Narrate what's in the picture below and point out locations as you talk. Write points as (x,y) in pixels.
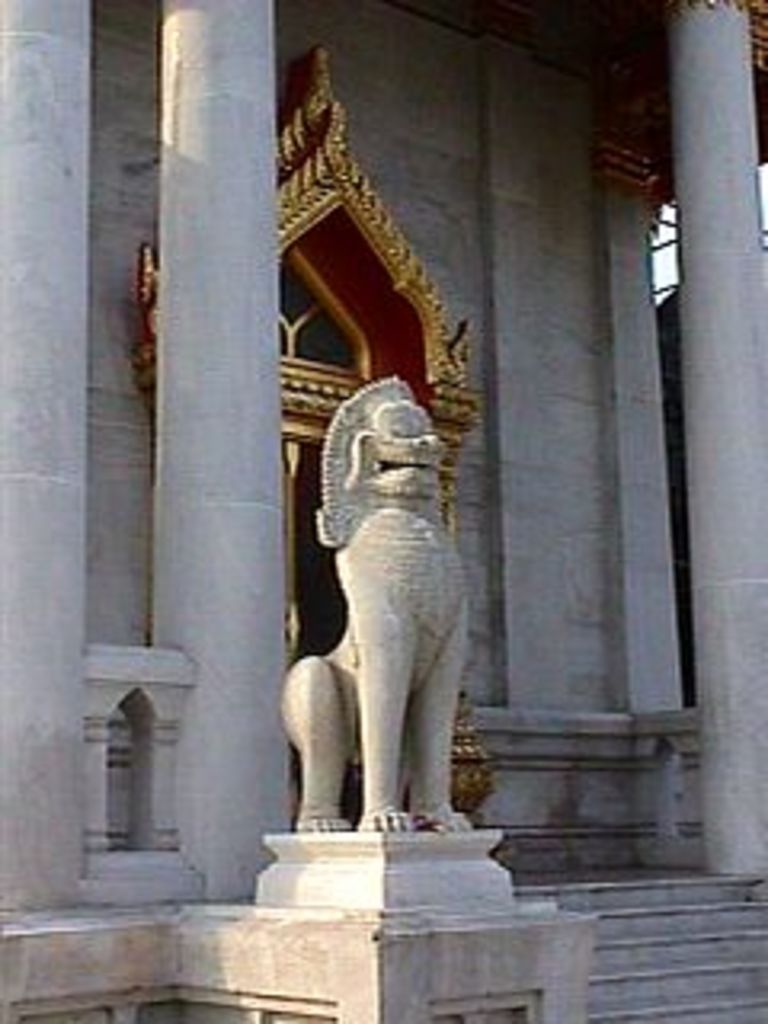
In this picture we can see sculpture (398,789) on the platform (364,834). We can see steps (756,925), pillars (695,408) wall (471,51) and door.
